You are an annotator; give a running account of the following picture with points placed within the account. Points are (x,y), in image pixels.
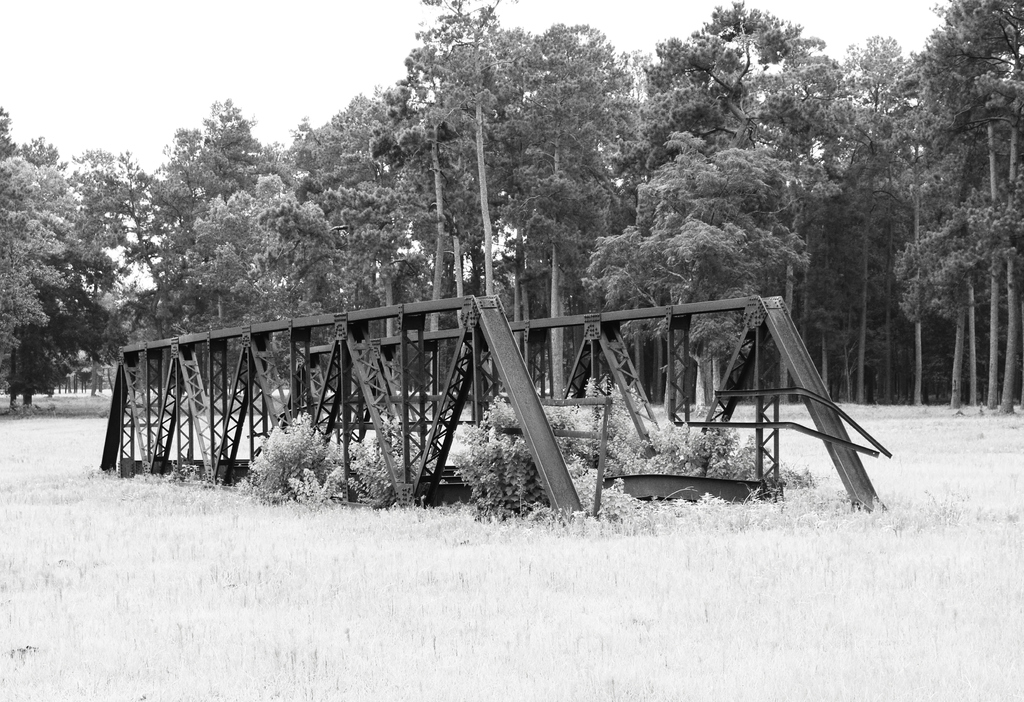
As we can see in the image there is dry grass (404,610), plants (323,471), trees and at the top (141,29) there is sky (152,44).
